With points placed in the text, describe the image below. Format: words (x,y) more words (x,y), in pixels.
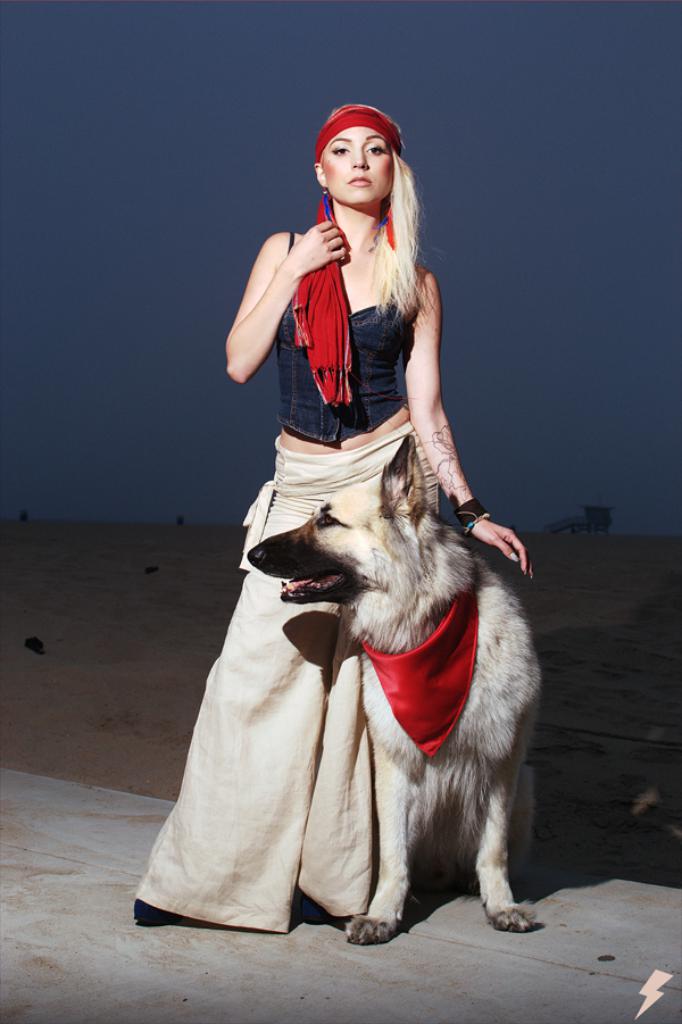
This is a picture of a lady (334,373) who wore a dark denim top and cream pant (227,733) and a band (363,124) on her head (410,180) and having a dog (341,554) beside her.
